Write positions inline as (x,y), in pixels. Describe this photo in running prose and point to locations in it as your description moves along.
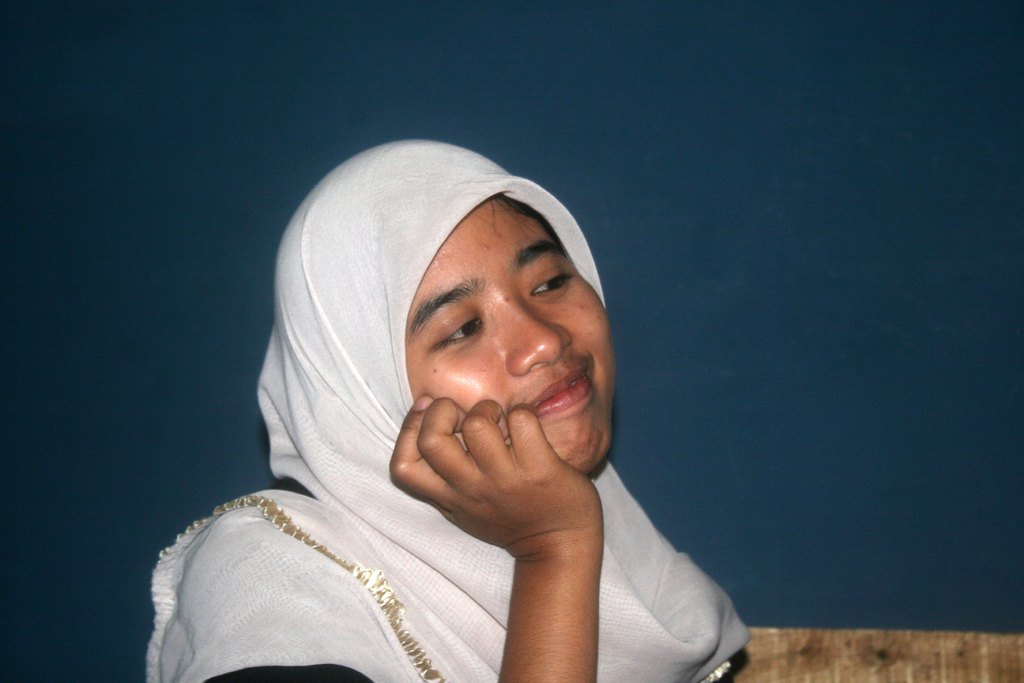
In this image we can see a person (516,572) smiling and wearing a white scarf (392,268) around her head (560,334) and in the background (584,178), we can see the wall (54,591).
